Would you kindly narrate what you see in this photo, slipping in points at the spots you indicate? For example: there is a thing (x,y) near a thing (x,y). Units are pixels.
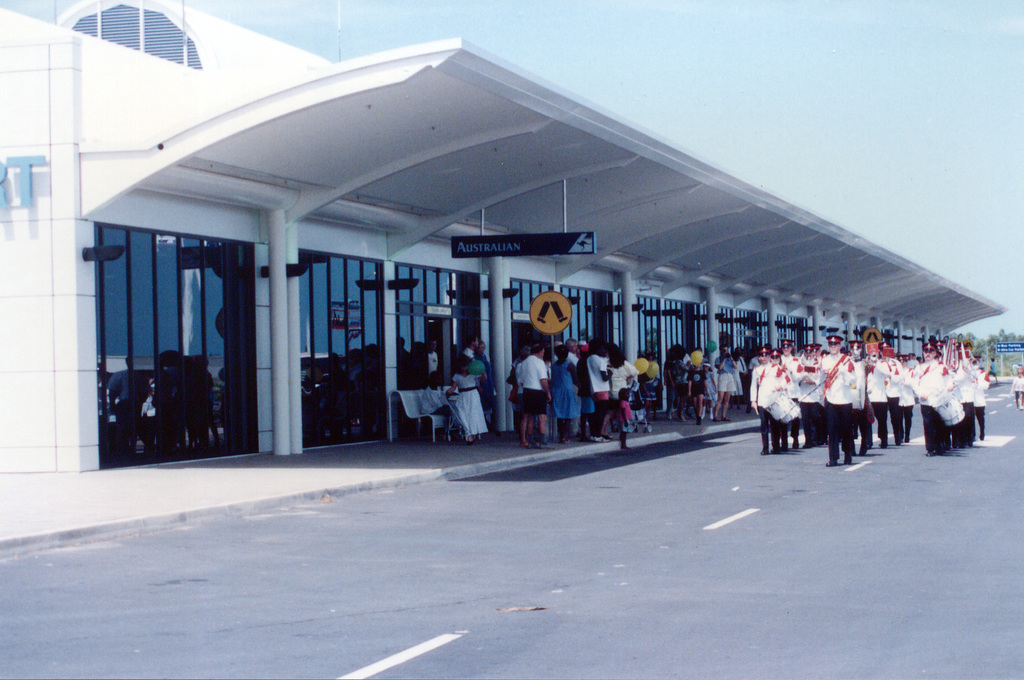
On the right side (977,381), there are persons (929,381) in white color shirts (766,397), walking on the road (800,502), on which there are white color lines (362,679). Some of these persons (944,393) are playing musical instruments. Beside this road (611,537), there are persons (518,369) on the platform (618,436), which is having a roof (487,104) attached to a building (170,127), which is having glass windows (356,310). In the background (632,51), there are trees (978,342) and there are clouds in the sky (524,49).
